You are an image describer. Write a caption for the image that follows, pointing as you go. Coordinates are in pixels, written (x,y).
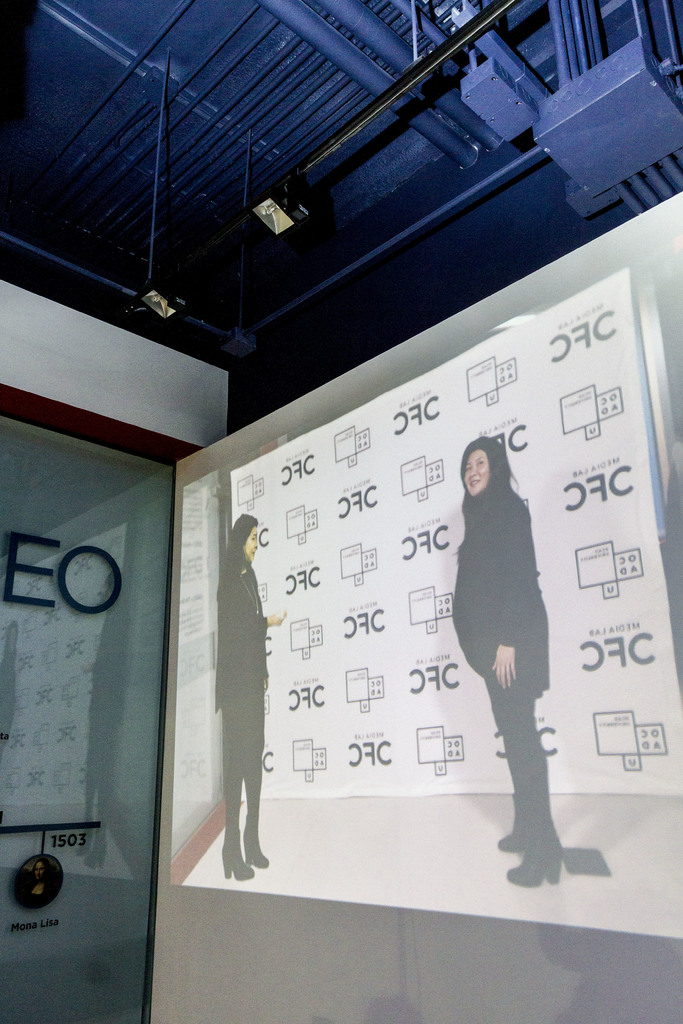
Here two women (493,570) are standing, these are lights (275,219), this is ceiling (420,166).
